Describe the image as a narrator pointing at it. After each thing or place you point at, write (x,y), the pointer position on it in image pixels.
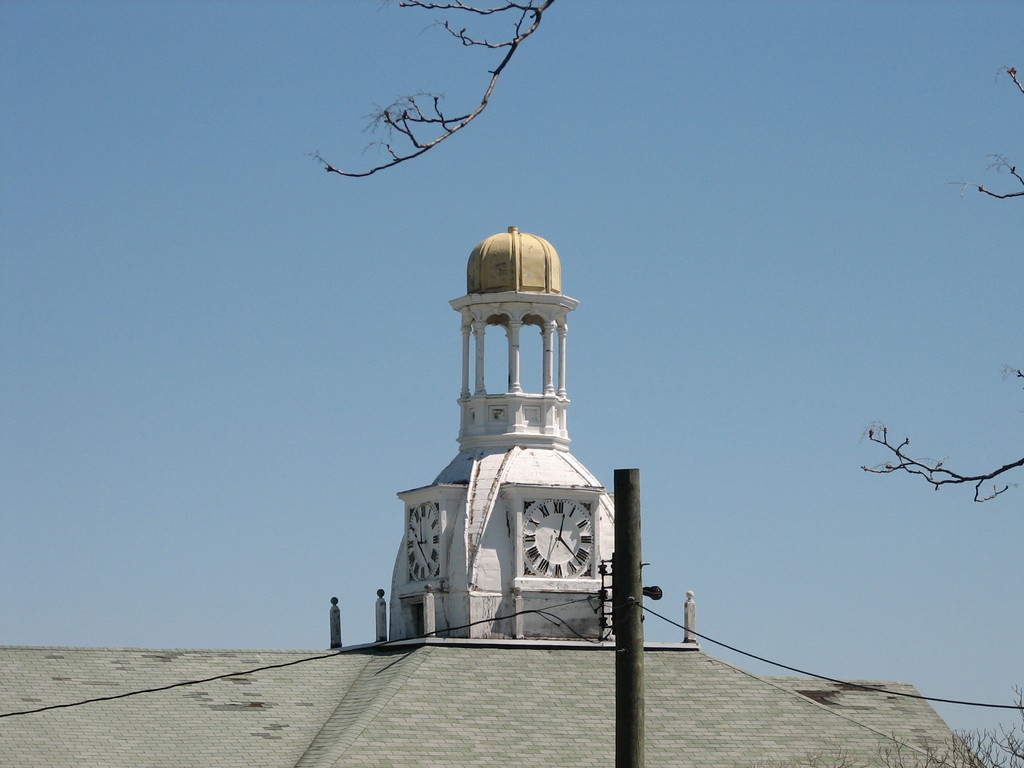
There is a clock (540,560) to this building (540,594), at the top (769,219) it is the sky (717,228).
